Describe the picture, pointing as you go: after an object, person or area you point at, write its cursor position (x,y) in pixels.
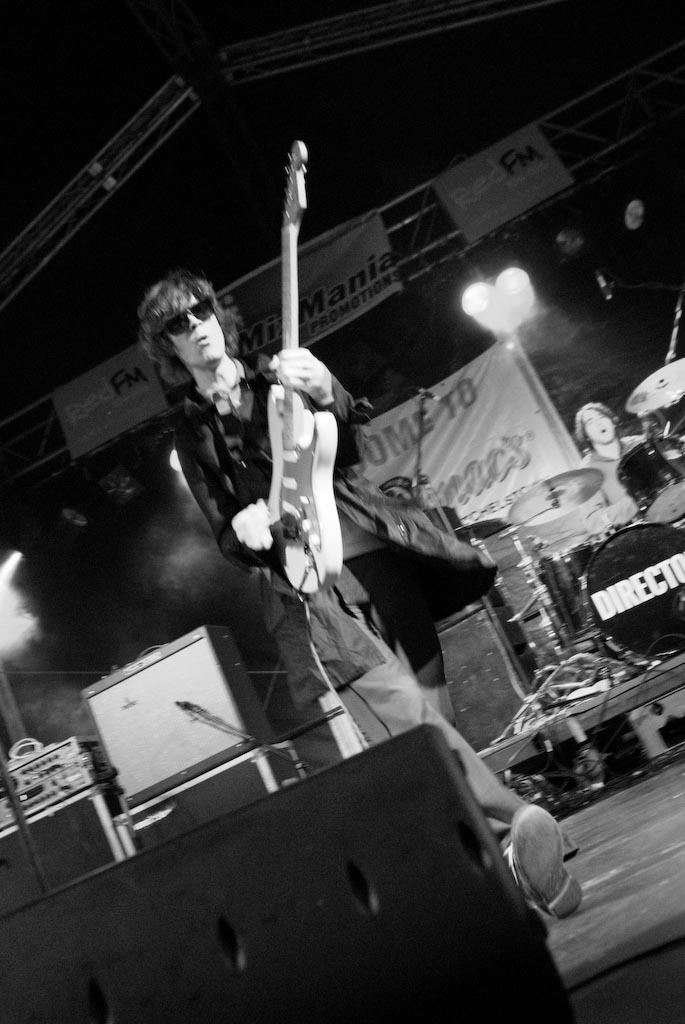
In this picture we can see man (355,438) standing holding guitar (328,478) in his hand (253,530) wore goggles (205,310) in the background (362,464) we can see banner (486,361), light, box (142,760), musical instrument (673,402) where person (598,421) is playing it, wires (612,684).
